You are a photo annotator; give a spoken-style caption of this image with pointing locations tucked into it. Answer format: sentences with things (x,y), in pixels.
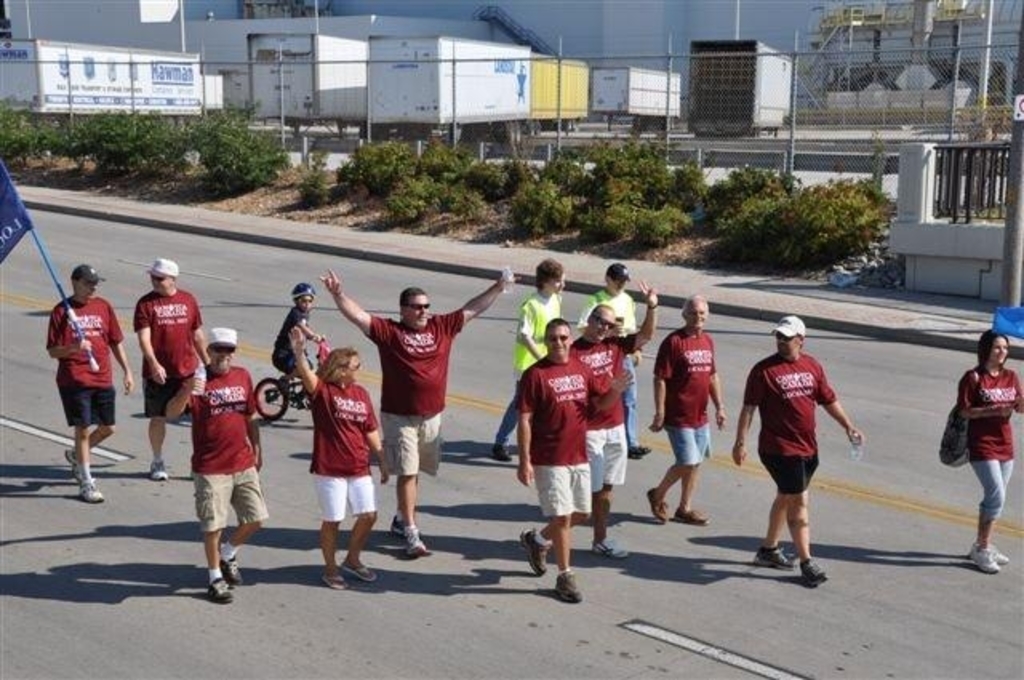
In this image there is a wall (562,24) truncated towards the top of the image (881,41), there is an object (902,39) truncated towards the top of the image (928,47), there are objects (638,120) on the ground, there are plants (590,205), there are plants (72,133) truncated towards the left of the image (26,117), there is a fencing (950,167) truncated, there is a pole (1016,218) truncated towards the right of the image (1010,229), there are group of persons (413,422) walking, there is a person (304,309) riding a bicycle (291,386), there is a person (89,370) holding an object (57,282), there is a flag (17,220) truncated towards the left of the image (13,204), there is the road (13,314) truncated towards the bottom of the image (420,594), there is an object (1008,325) towards the right of the image (1006,309), there is a person (1002,407) towards the right of the image (998,405).
